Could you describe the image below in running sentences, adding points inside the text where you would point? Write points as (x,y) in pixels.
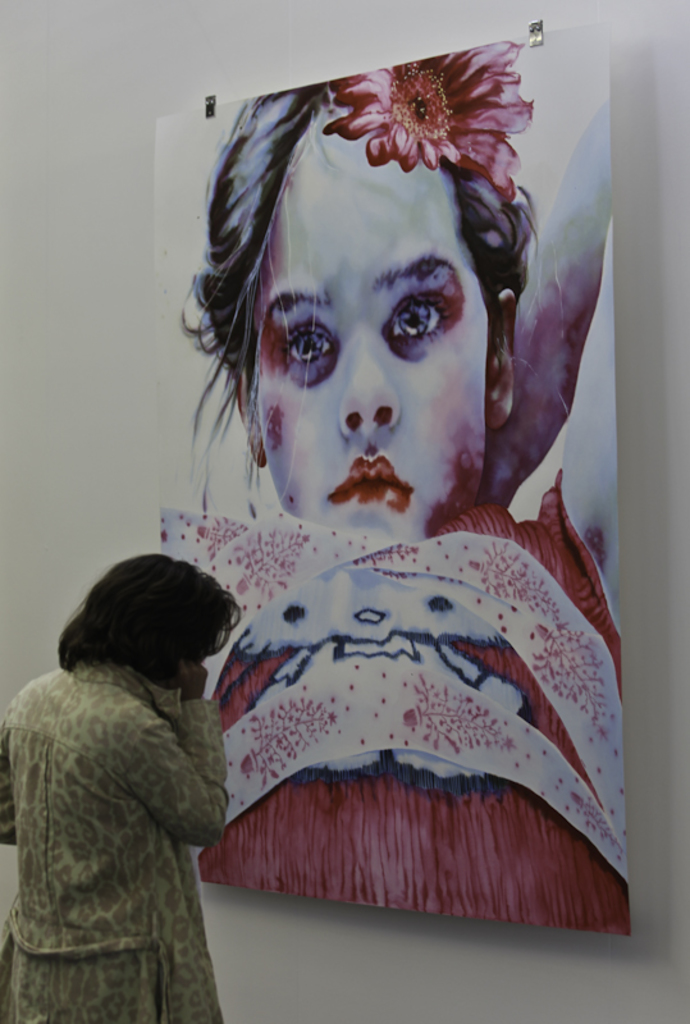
In this image we can see a lady (90,979). There is a painting (615,650) on the wall (608,15).
